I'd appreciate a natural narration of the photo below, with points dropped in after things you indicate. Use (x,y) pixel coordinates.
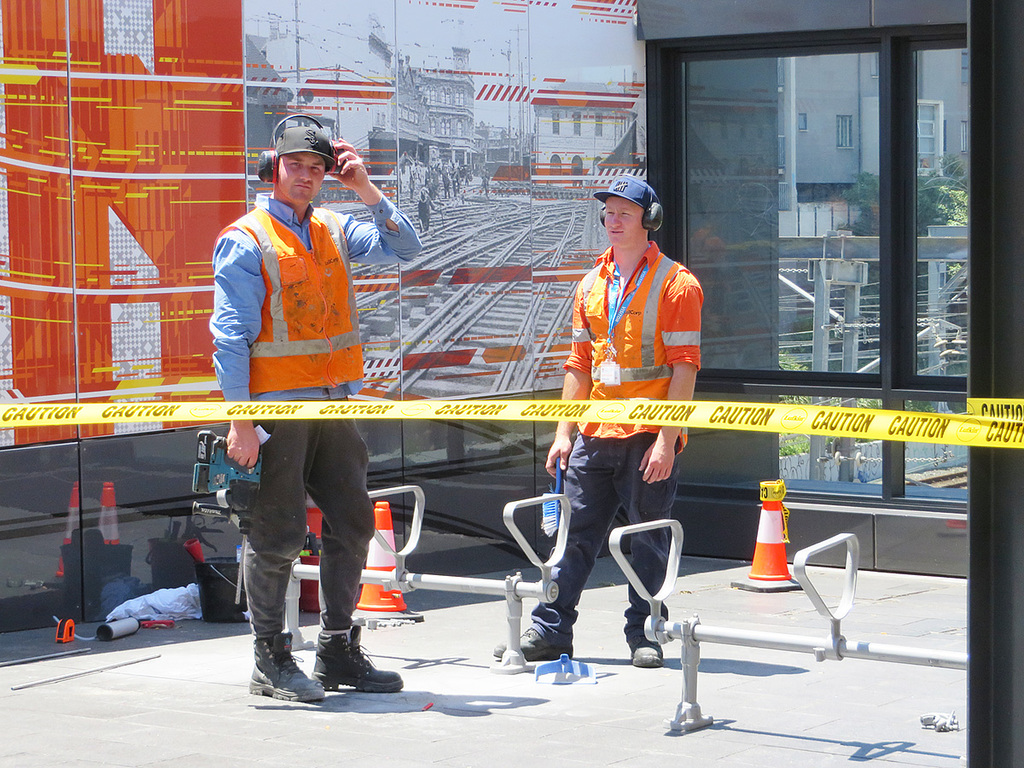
In this image I can see two people (286,389), traffic cones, headset (652,219), glass wall (442,200), buildings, trees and objects (925,664). On the glass wall (540,225) I can see people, train track (473,304), buildings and objects (823,425).
